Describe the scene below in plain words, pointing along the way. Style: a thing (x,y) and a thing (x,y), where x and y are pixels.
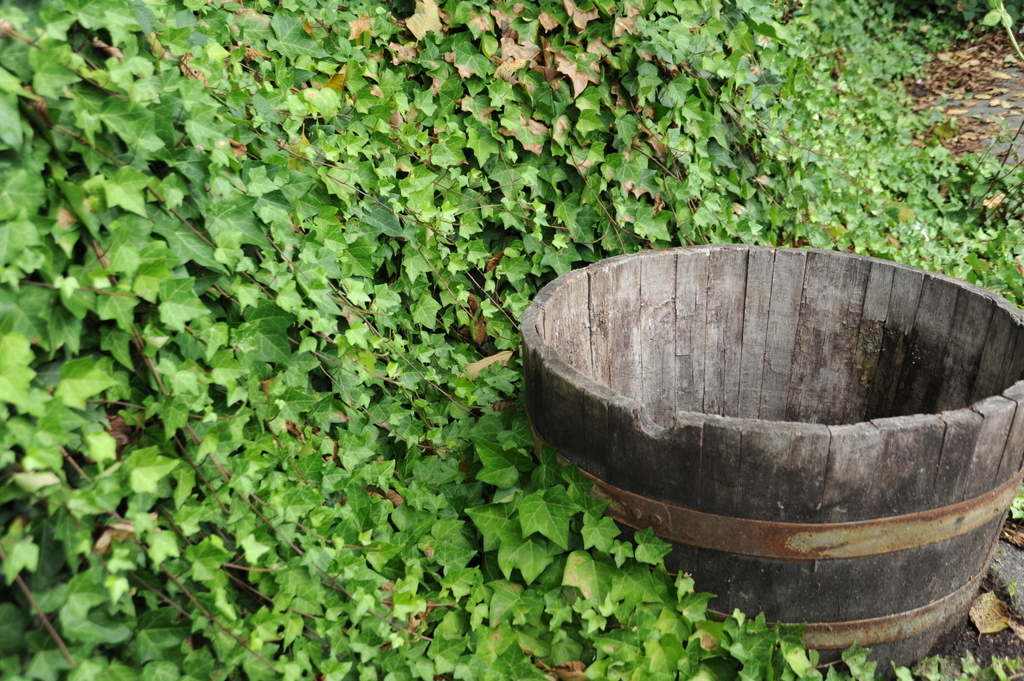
In this picture I can see a wooden barrel (654,309) and there are plants (325,367).
